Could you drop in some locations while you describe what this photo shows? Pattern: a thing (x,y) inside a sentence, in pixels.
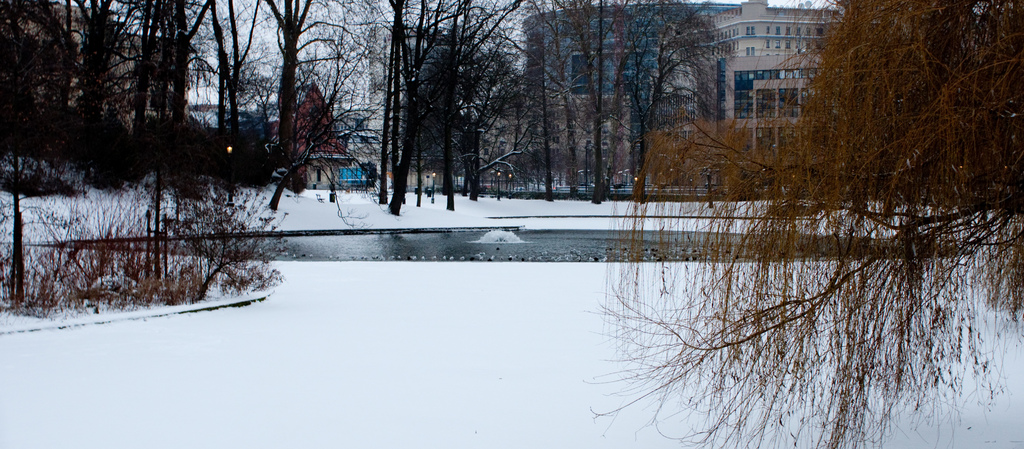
In this picture I can see snow (432,314), water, there are plants (248,145), lights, poles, trees (482,135), buildings (503,147), and in the background (267,37) there is sky (315,44).
